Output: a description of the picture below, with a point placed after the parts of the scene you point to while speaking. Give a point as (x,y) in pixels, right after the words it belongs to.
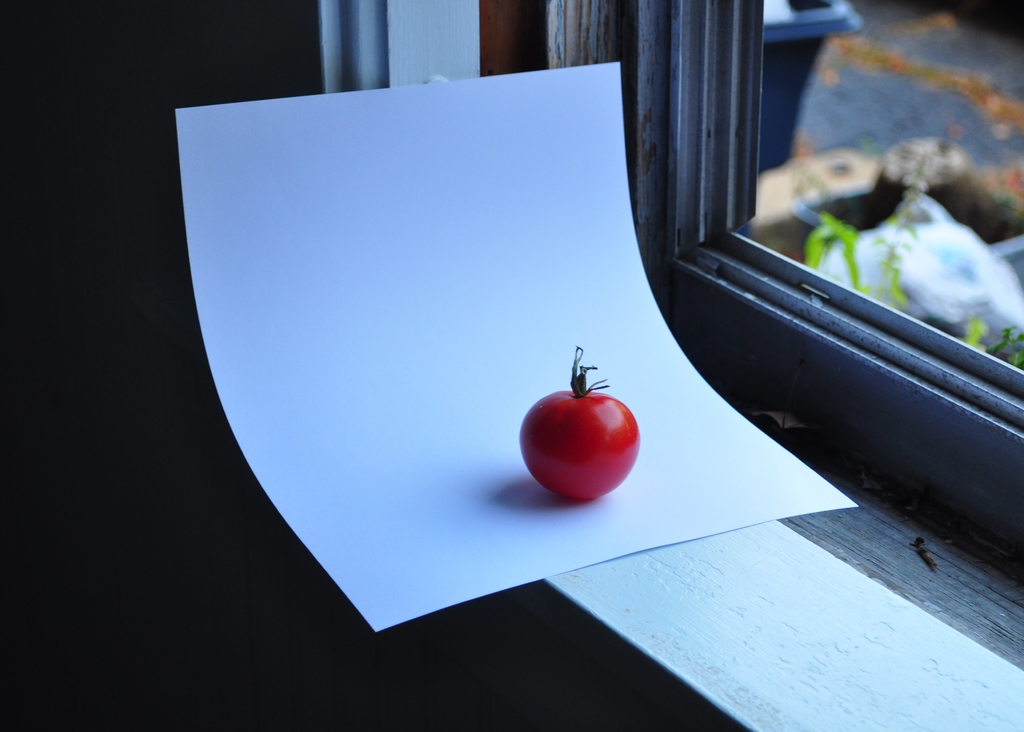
In this image I can see a vegetable (538,438) which is in red color. It is on the white color paper (472,296). I can see it is very dark in the left (44,149). To the right (699,206) I can see the window (918,311). Through the window (751,299) I can see some plants (898,260) and rocks (918,172) but it is blurry.
